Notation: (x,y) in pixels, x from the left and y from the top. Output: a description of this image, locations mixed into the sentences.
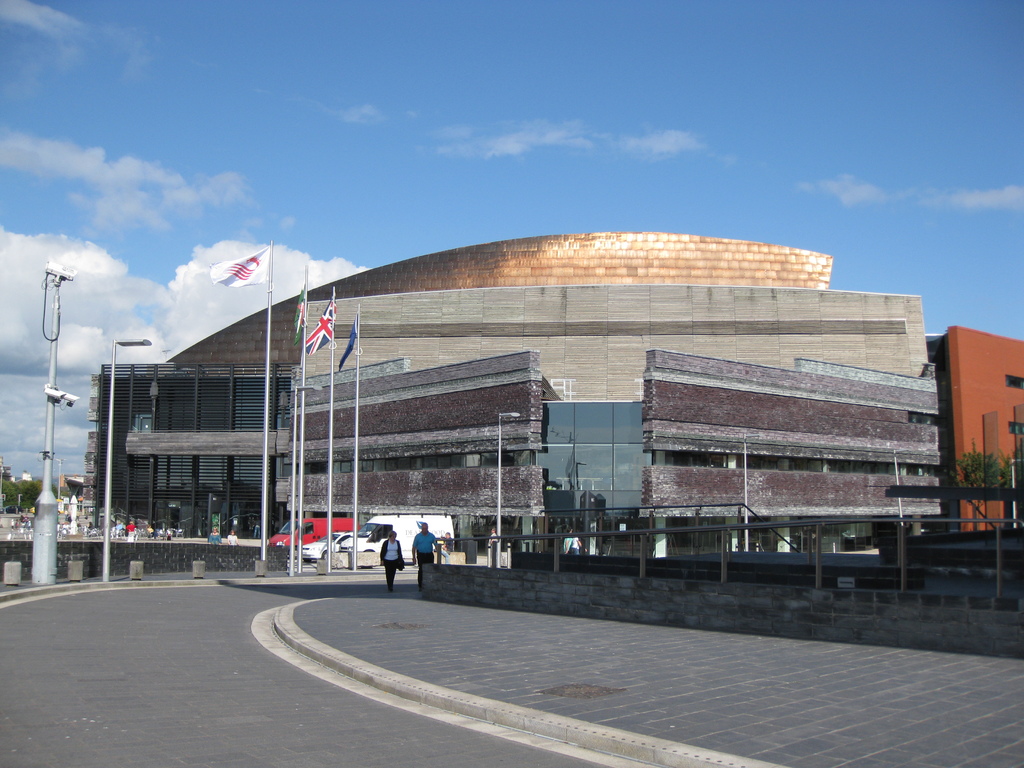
In this image we can see buildings (796,420), persons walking on the road (367,584), cc cameras (65,405), flags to the flag posts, street poles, street lights (297,420), trees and sky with clouds (191,324) in the background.
